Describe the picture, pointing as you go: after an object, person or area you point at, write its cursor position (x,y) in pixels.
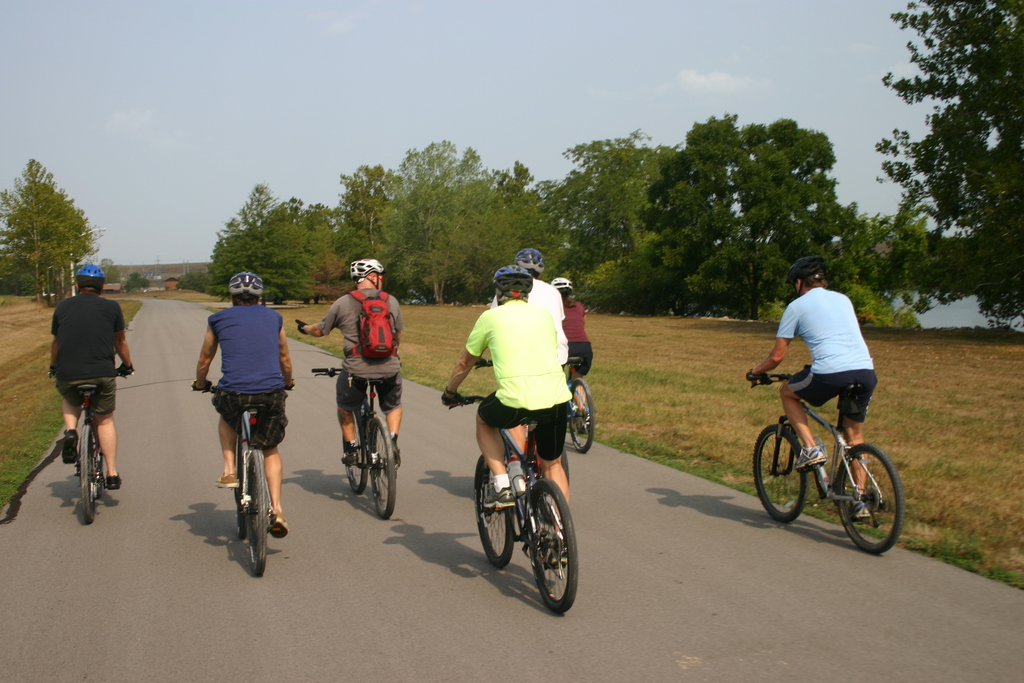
In this image In the middle (513,434) there are seven people (555,402) riding bicycle (585,447) they wear helmets (364,264). In the middle (358,333) there is a man (349,387) he wear t shirt (343,317), trouser (358,398), backpack (369,342) and helmet (361,276) he is riding bicycle (365,453). In the background (353,247) there is a road (170,309), trees (594,232), grass (626,339), sky (654,119), clouds (700,90).
